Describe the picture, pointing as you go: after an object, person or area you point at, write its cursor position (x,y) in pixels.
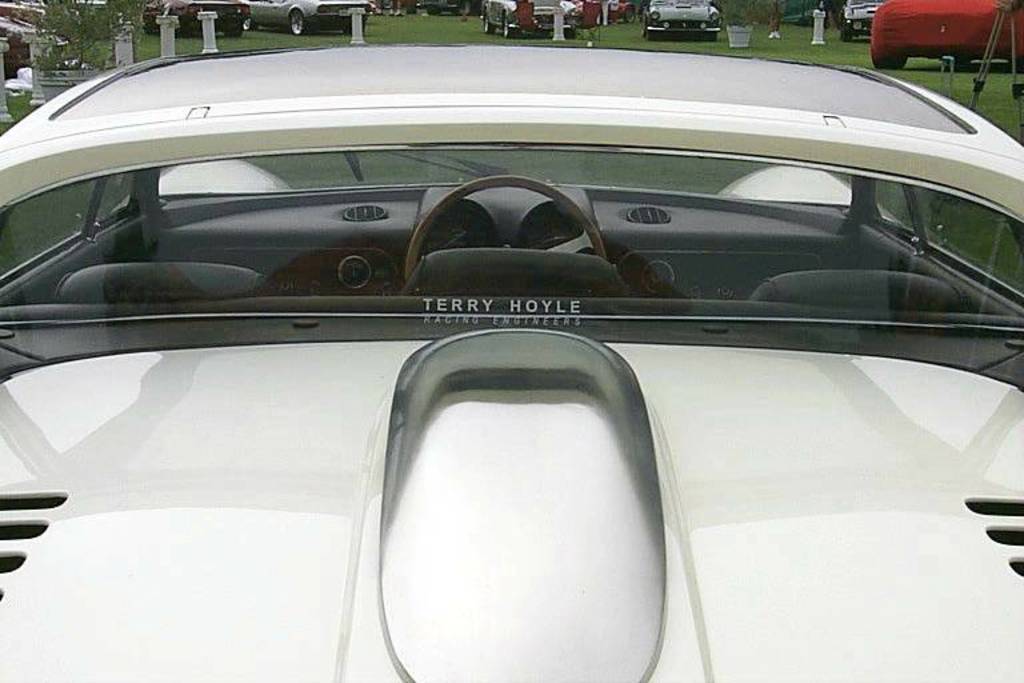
In this image there is a white car (488,438) truncated, there is a plant (69,35), there is grass (417,26), there are cars (701,23).
